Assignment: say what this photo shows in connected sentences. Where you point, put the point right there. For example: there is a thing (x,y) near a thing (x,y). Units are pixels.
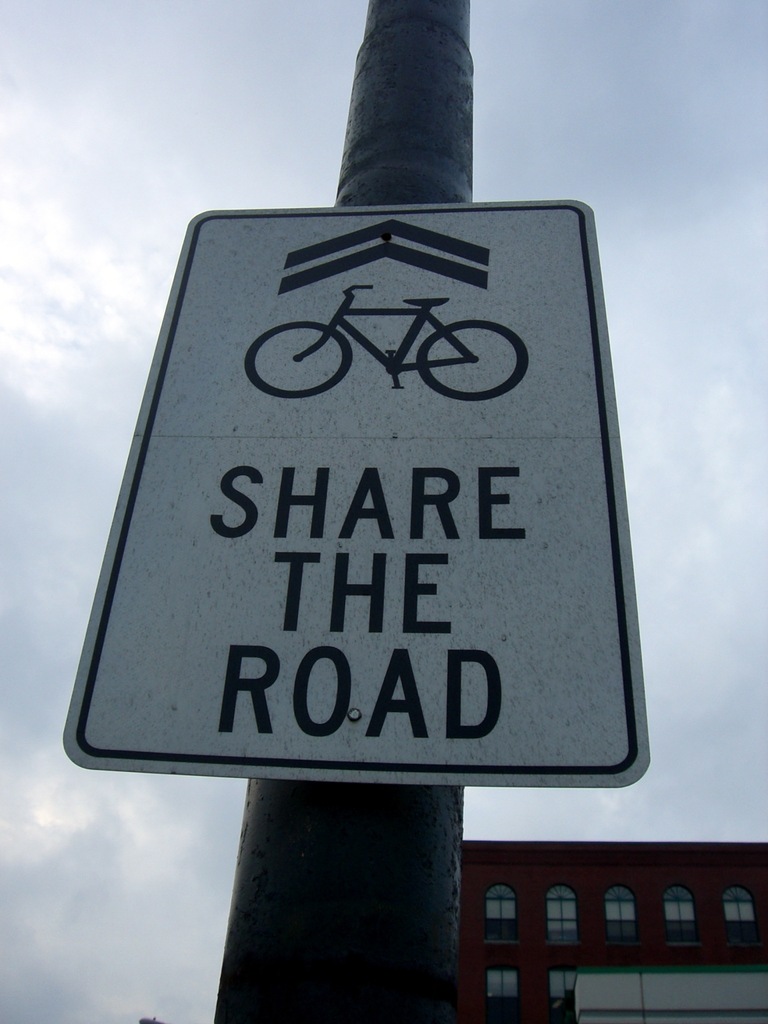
In this image, I can see a sign board (421,482) to a pole (399,144). In the bottom right corner of the image (534,932), I can see a building (523,950). In the background (32,866), there is the sky (542,119).
